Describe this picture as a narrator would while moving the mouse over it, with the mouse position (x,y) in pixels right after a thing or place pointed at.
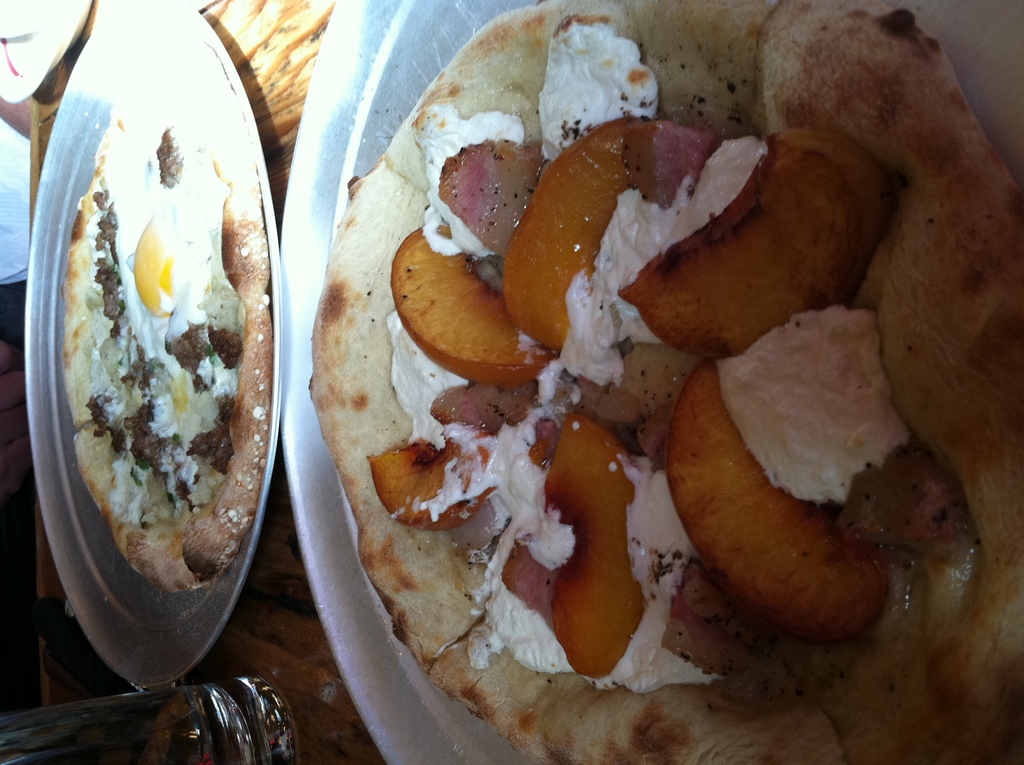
In this image I can see a cream and brown colored table (278,78) on which I can see two plates (349,653), a glass (79,742) and few other objects (58,18). on the plates (139,15) I can see few food items (172,298) which are brown, orange, yellow, white, cream and black in color.
